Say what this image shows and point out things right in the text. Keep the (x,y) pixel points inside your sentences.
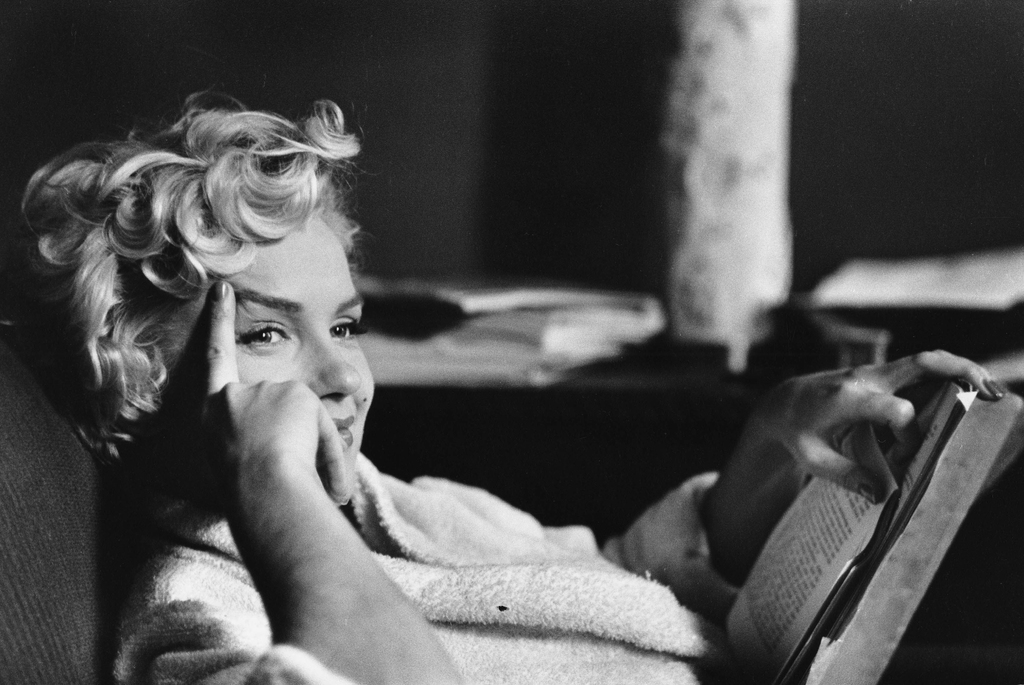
There is a woman (276,514) smiling and holding a book (854,679). In the background (542,119) it is blur.
